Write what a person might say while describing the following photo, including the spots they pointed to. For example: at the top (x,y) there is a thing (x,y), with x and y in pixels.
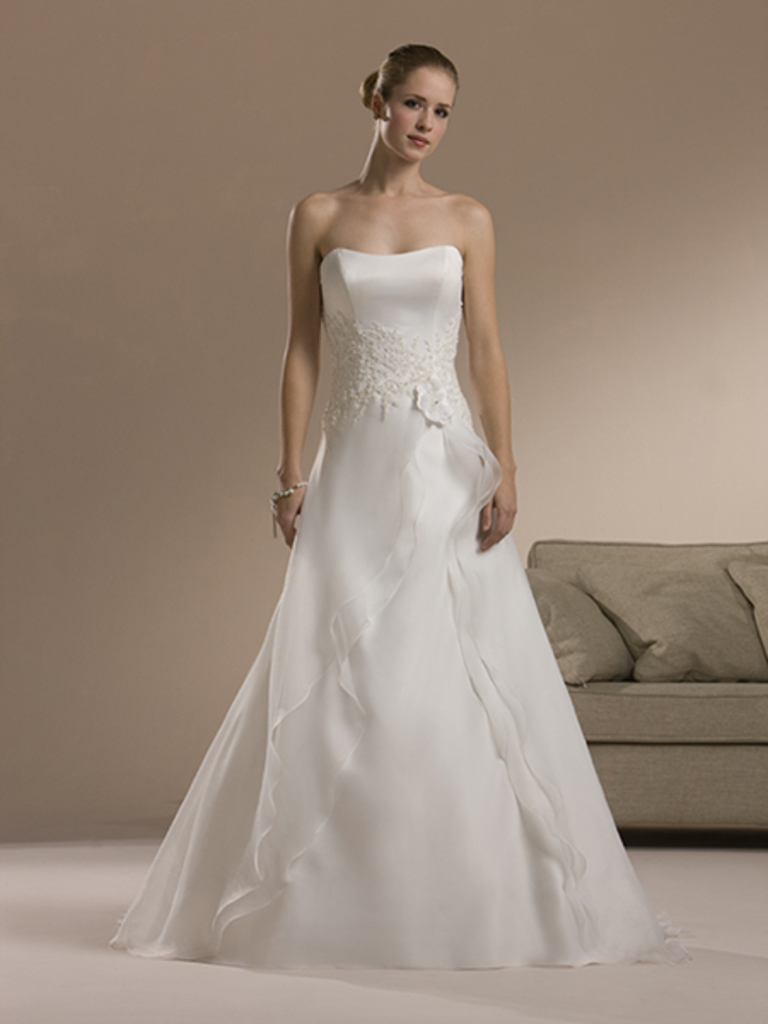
There is a woman (286,611) standing on the floor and wore white dress (393,622). In the background (565,665) we can see pillows (697,635) on a sofa (700,735) and wall (625,382).
